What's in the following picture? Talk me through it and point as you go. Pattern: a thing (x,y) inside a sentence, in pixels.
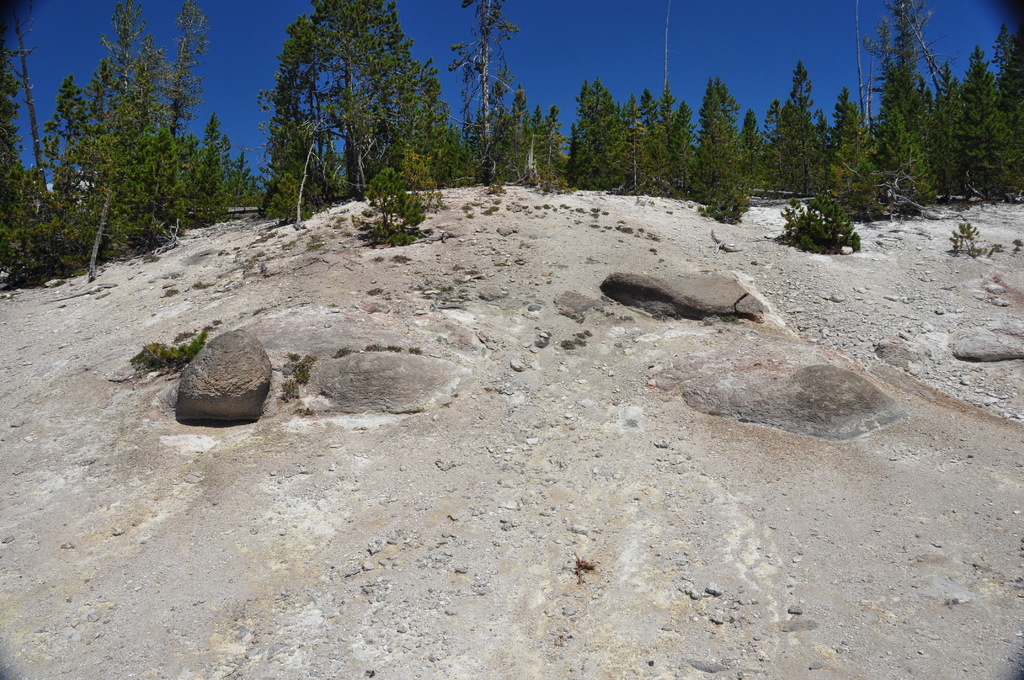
In the image there are many trees (512,113) in the background (1007,72) on the hill (521,215) with many rocks (560,471) in the front (702,397) and above its sky (717,43).
